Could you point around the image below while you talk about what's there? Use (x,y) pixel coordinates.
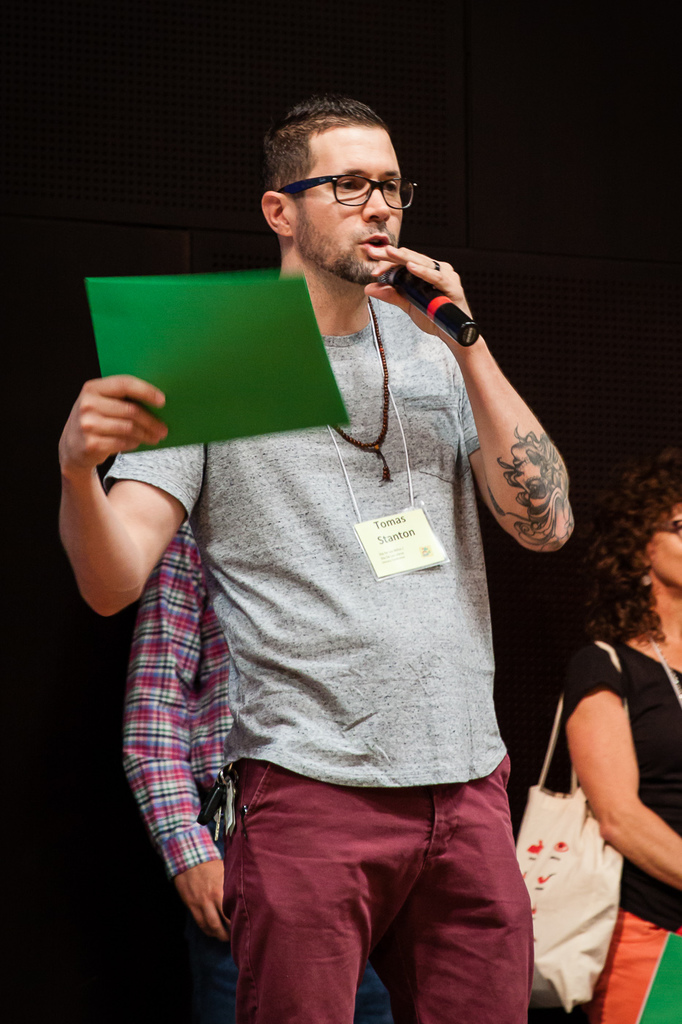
There is a man (268,1023) standing in the center (230,587) and he is holding a microphone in his left hand (449,272) and a file (296,282) in his right hand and he is talking. There is a woman (608,535) on the right side (589,784).
